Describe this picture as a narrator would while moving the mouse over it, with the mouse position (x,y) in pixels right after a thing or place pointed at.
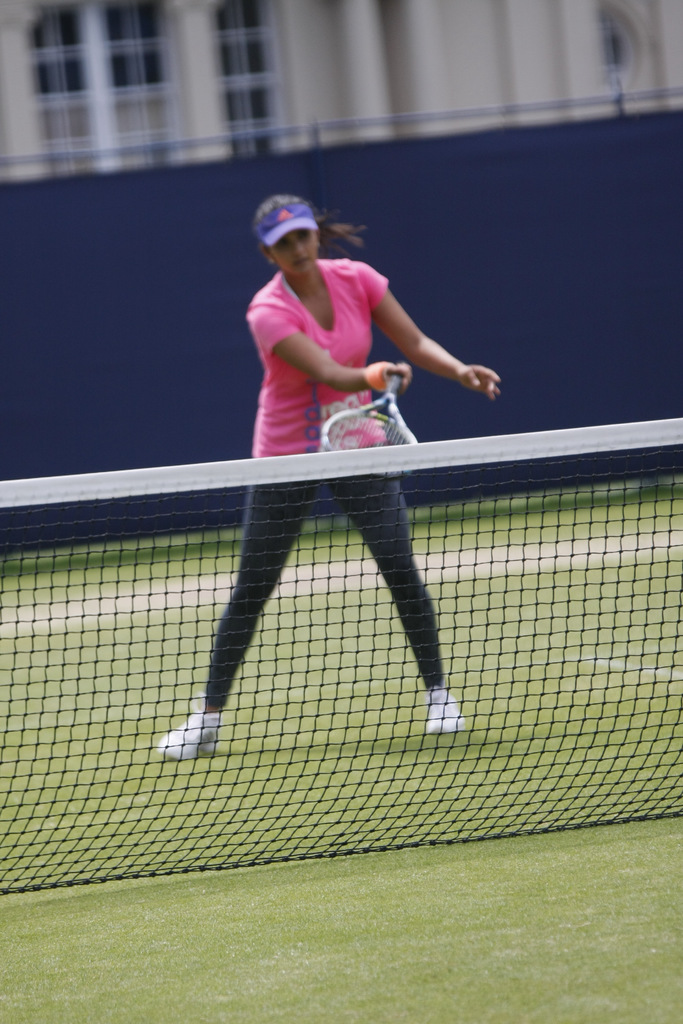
The image is inside the playground (682,1023). In the image we can see a woman (292,277) holding a tennis racket (391,395) and we can also see a net fence (291,468). In background (507,38) there is a building (408,73) which is in white color and a blue color curtain (528,239).
